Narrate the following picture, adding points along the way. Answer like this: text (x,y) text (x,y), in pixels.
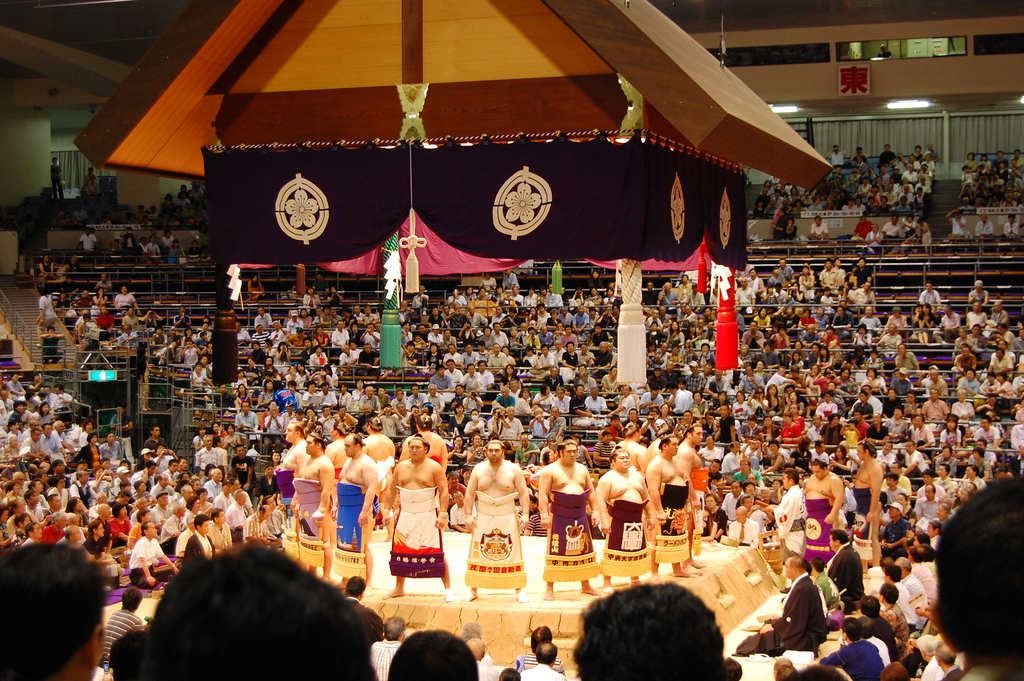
In this image we can see persons (317,448) standing on the floor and some are sitting on the stairs (36,293), railings (78,355), decors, electric lights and curtains (444,145) to the doors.
